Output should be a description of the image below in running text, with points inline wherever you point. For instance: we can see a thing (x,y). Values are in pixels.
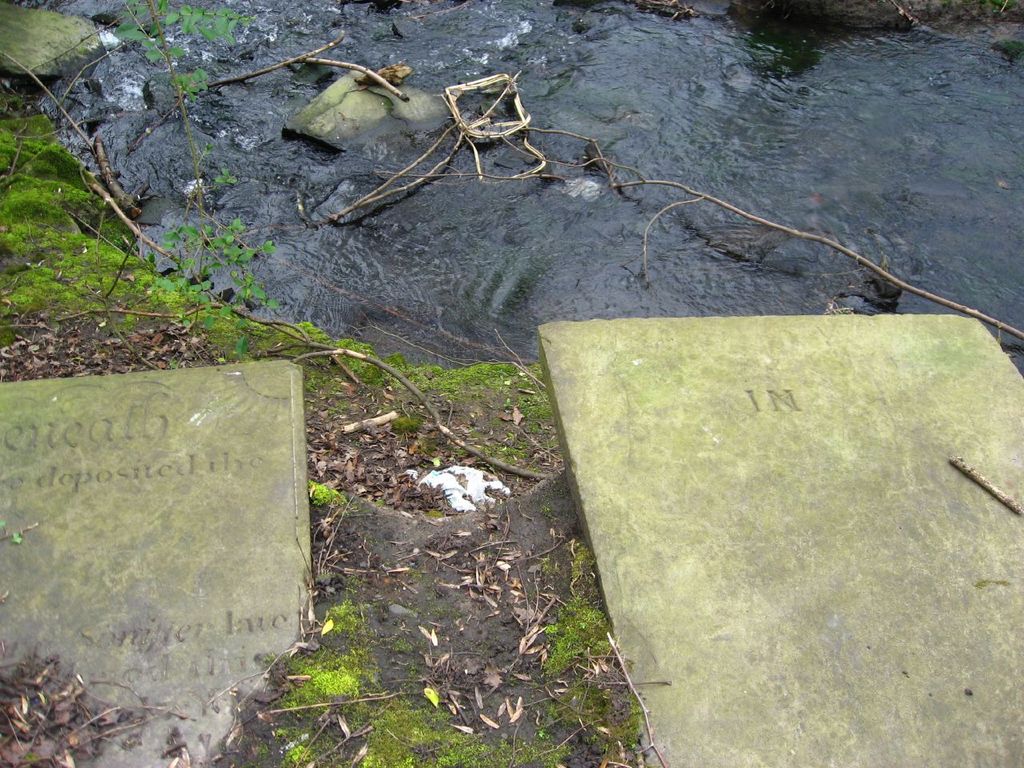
As we can see in the image there is water (870,149) and stones (280,538).
